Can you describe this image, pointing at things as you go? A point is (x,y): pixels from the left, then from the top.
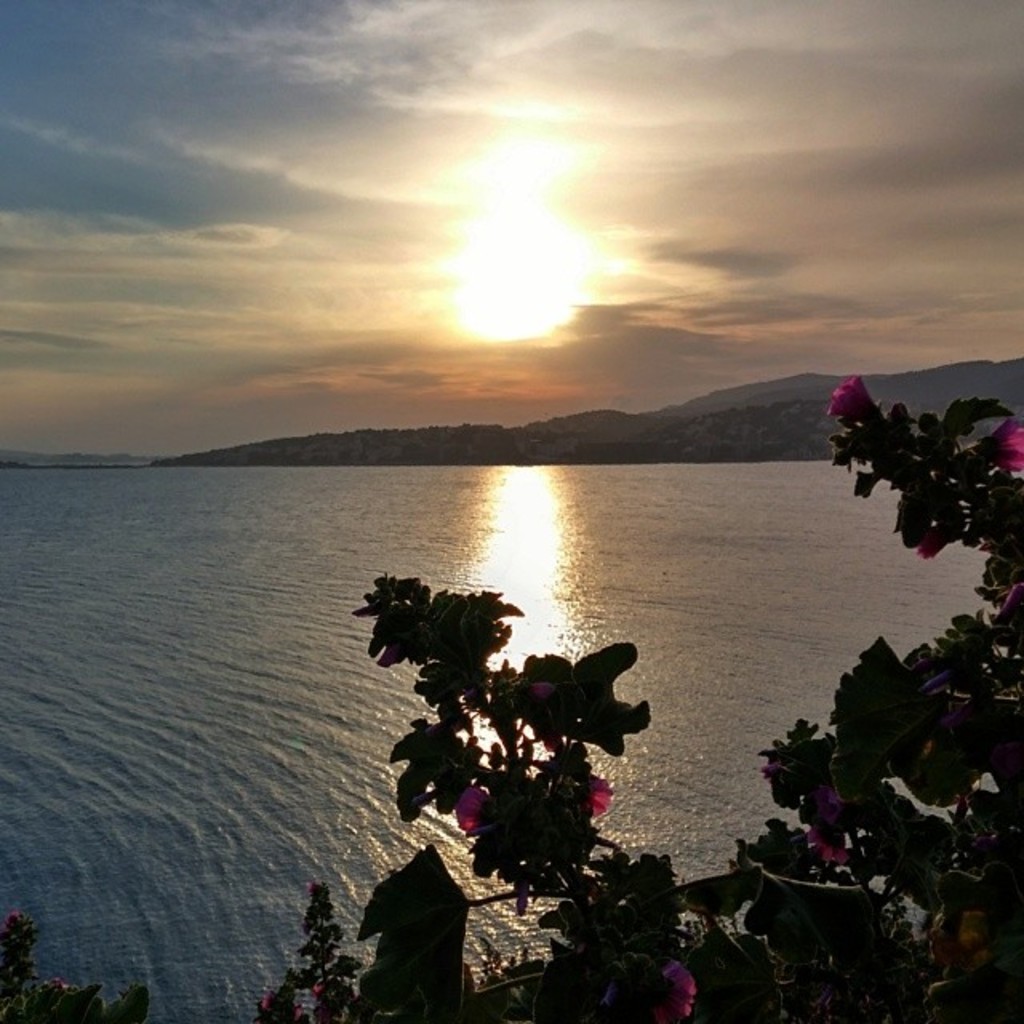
On the right side (931,718), there are trees (539,670) having green color leaves (926,459) and flowers (682,968). On the left side (11,952), there are plants (41,1014). In the background (287,830), there is water (568,504), there are mountains (873,399), there is a sun (558,287) and there are clouds (579,340) in the sky (307,93).
